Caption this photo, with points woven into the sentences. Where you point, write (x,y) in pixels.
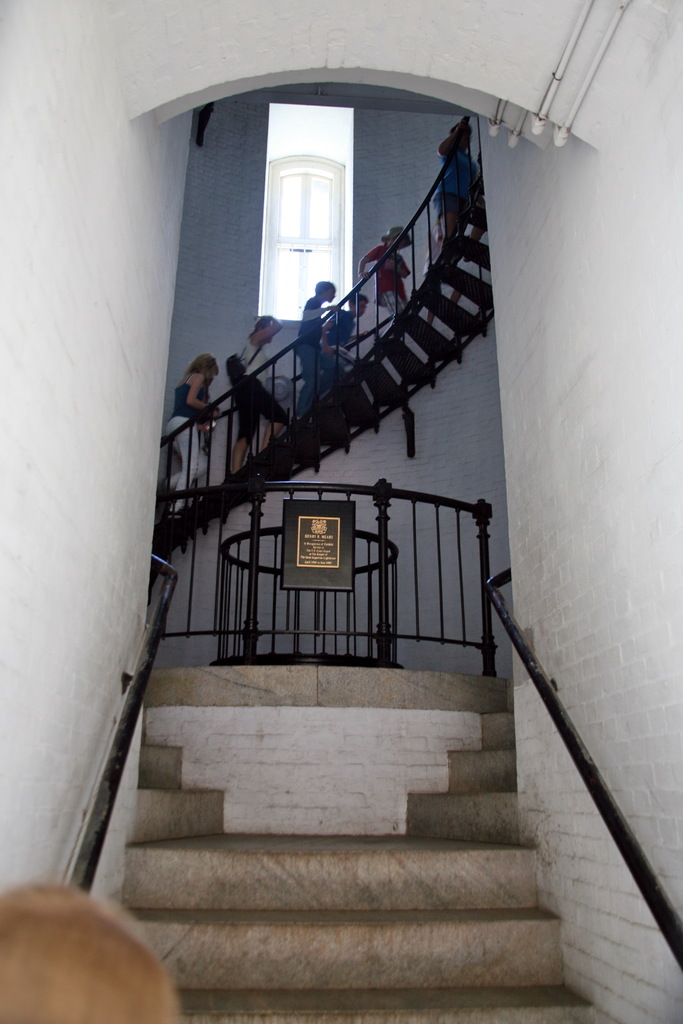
In this picture I can see there are stairs (212,960) and there is a black color board (348,533) here. In the backdrop (373,219) there is a wall (399,520) and few people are climbing stairs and there is a window (295,195) here.
